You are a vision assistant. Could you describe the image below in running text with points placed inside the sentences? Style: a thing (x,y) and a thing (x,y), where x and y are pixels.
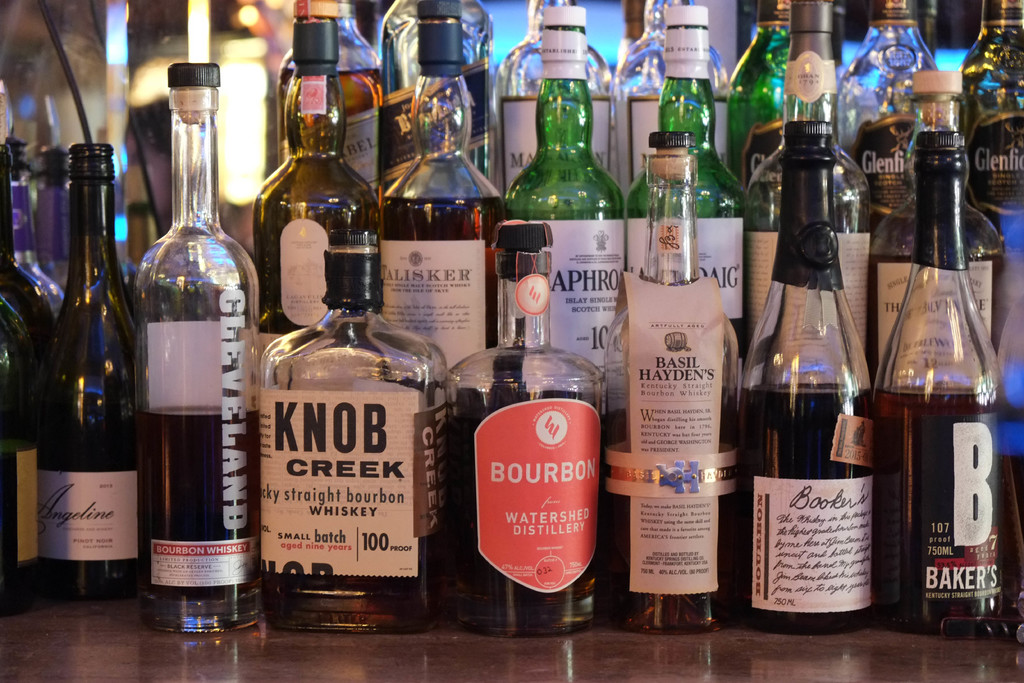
In this picture there are many alcohol bottles (554,341) on the table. There are labels (368,504) stuck on the bottles (331,457) and text (525,469) is printed on them. There are whiskey and red wine bottles (386,513) in the image. The background (237,32) is blurred.
